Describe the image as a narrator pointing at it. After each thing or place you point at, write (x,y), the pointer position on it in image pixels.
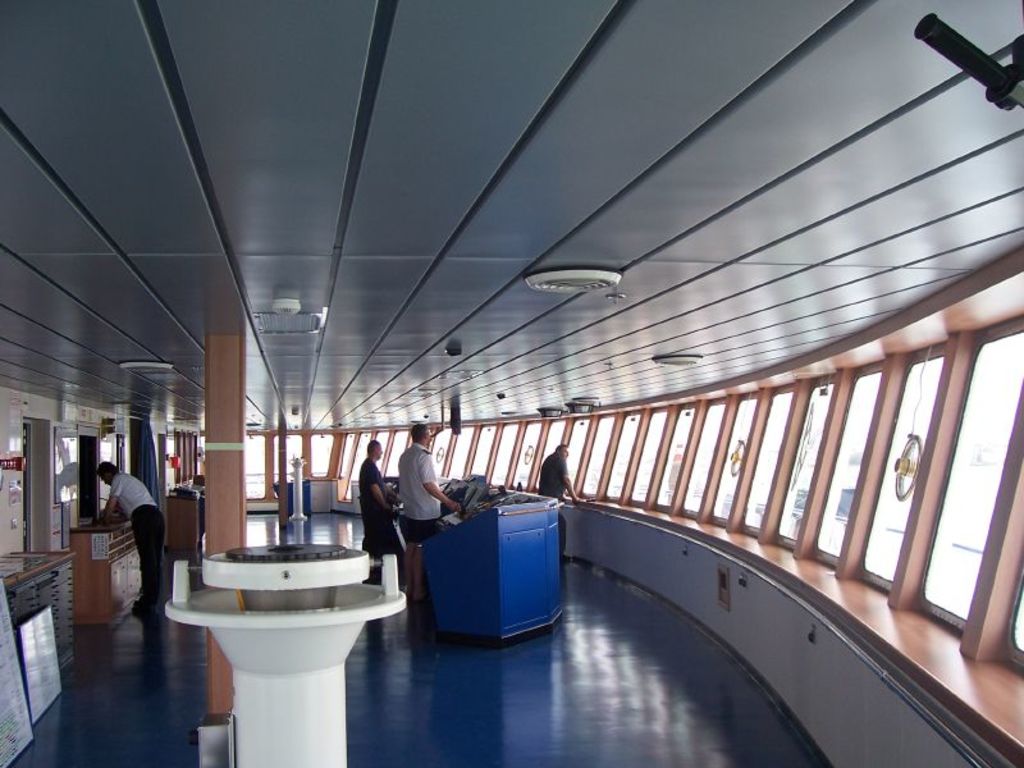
In this image we can see an inside view of a room (602,453), group of persons (378,482) are standing on the floor (391,625). To the left side of the image (40,651) we can see some boards (10,678) placed on the ground (57,698). In the foreground (68,600) we can see some tables (98,584). In the background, we can see windows (793,483), fans (736,450), curtains (157,465), pillars (220,455) and dome lights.
